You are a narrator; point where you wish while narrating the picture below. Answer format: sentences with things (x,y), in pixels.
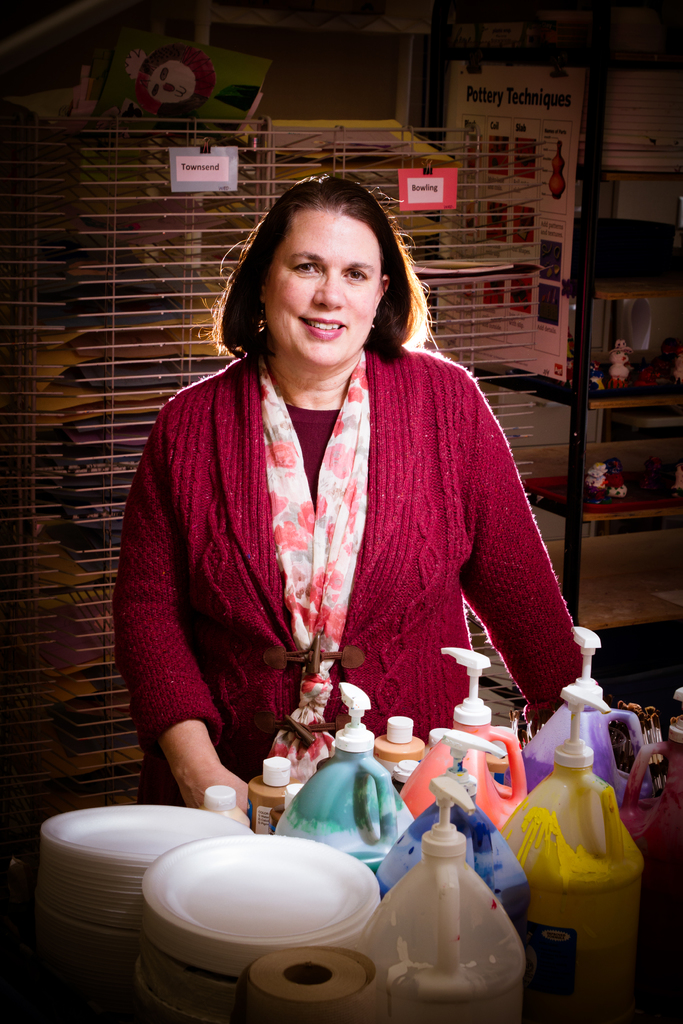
On the background (338,165) we can see a rack (150,218) with paper notes (234,179). Here we can see a women (374,286) standing in front of a table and she is carrying a pretty smile on her face (336,334). On the table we can see bottles (446,809), plate (347,925).
